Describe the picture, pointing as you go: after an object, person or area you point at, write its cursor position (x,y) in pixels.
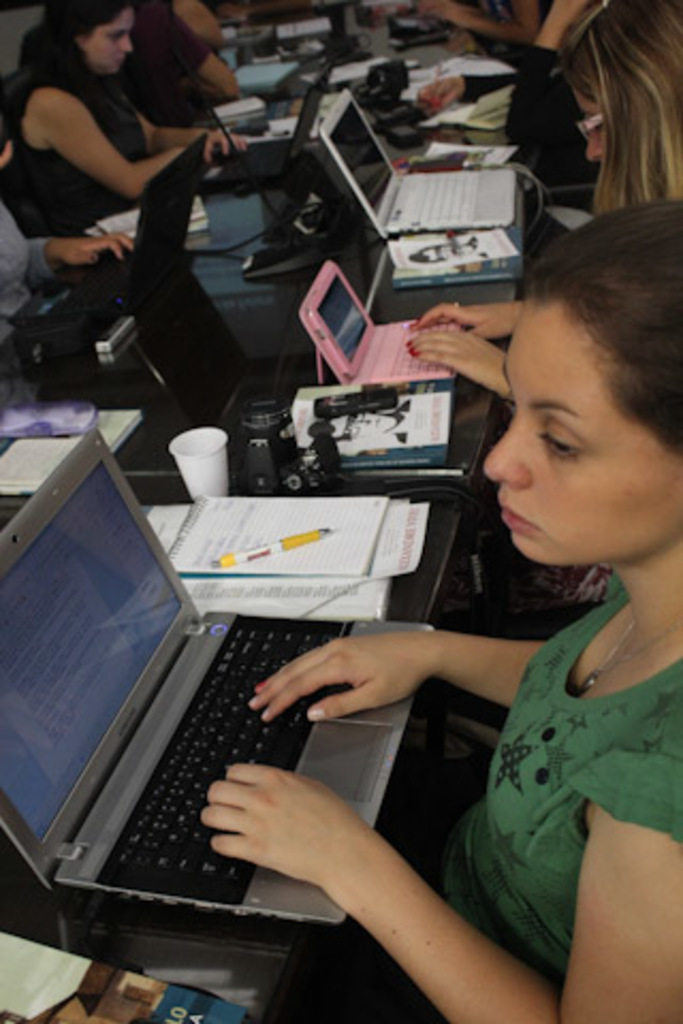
In this picture there is a table (427,597) in the center of the image (367,426), on which there are laptops (77,611) and books (28,944), there are people (142,63) those who are sitting around the table (225,430).
